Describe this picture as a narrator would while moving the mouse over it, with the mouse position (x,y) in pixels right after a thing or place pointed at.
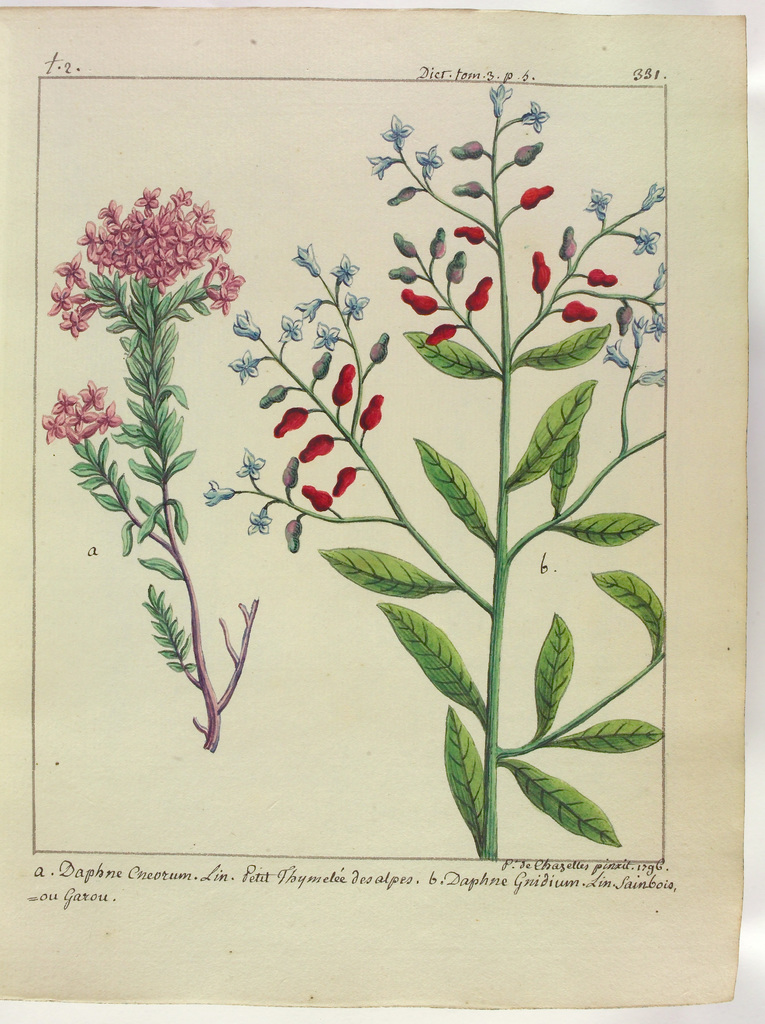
In the image there is a paper (686,610). At the left side of the image (152,279) there is a stem (152,326) with leaves (149,420) and pink flowers (70,320). At the right side of the image (550,354) there is a stem (500,382) with leaves (482,824), light blue flowers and red buds (446,326). At the bottom of the image (45,876) there is something written on it.
